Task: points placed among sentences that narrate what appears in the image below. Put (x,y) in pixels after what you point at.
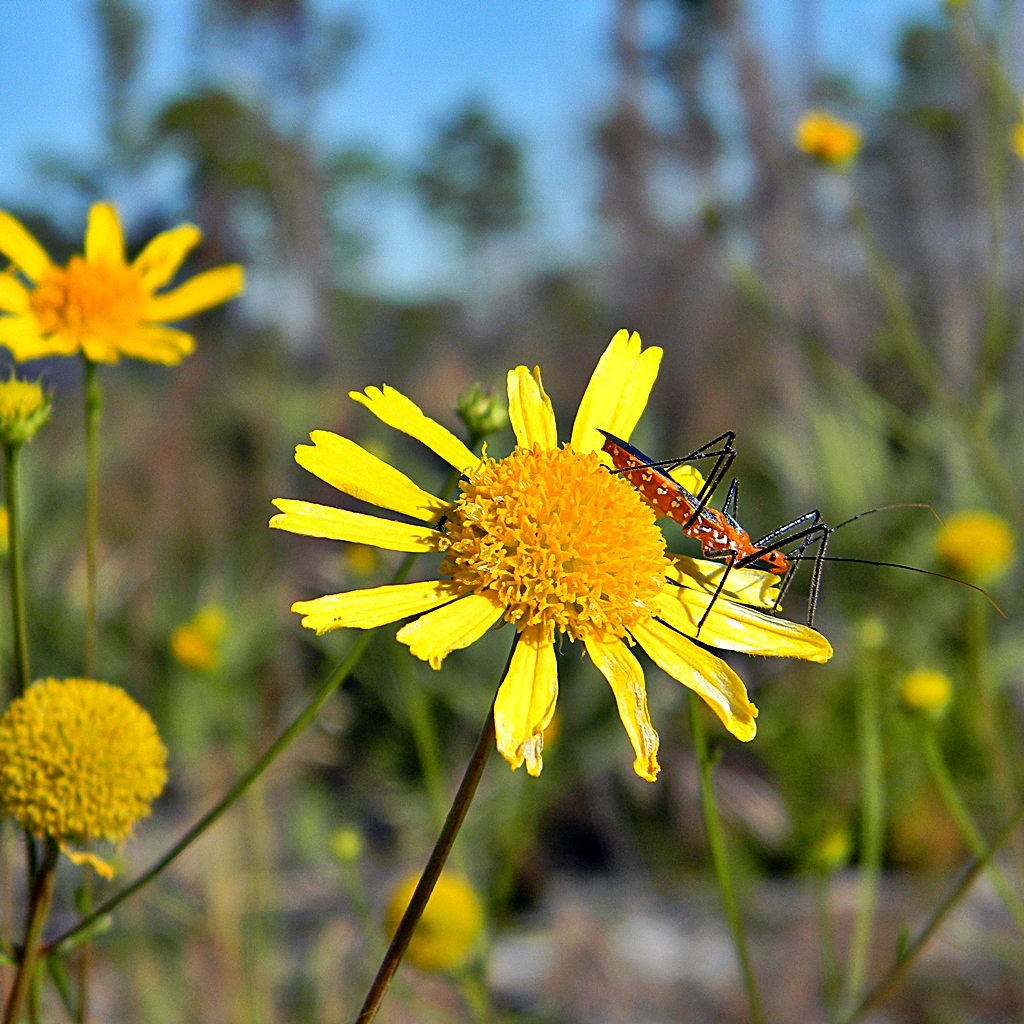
This picture is clicked outside. In the foreground (654,603) we can see the flowers (487,544) and there is an insect (633,472) seems to be an assassin bug (671,509) standing on the flower (609,622). The background of the image is blurry and we can see the sky (475,84), trees (324,280) and some plants (796,780).
